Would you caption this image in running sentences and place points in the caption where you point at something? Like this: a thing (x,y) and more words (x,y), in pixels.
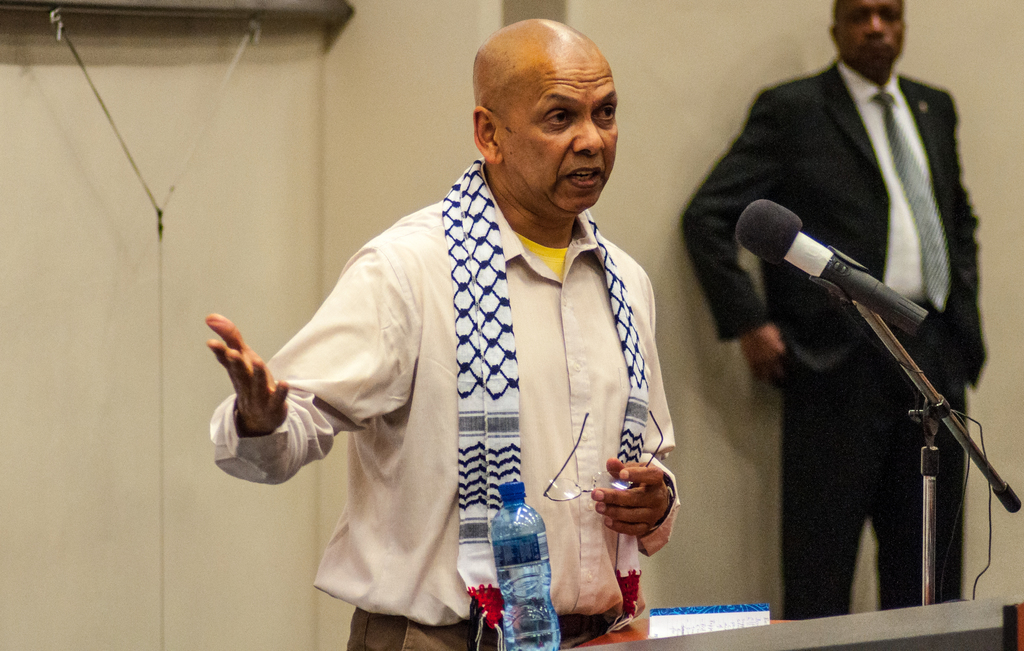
In this image we can see a person (551,452) holding spectacles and talking, in front of him there is a microphone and a water bottle (520,494), behind him there is an object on the wall (288,62) and we can see a person (916,427) standing.
